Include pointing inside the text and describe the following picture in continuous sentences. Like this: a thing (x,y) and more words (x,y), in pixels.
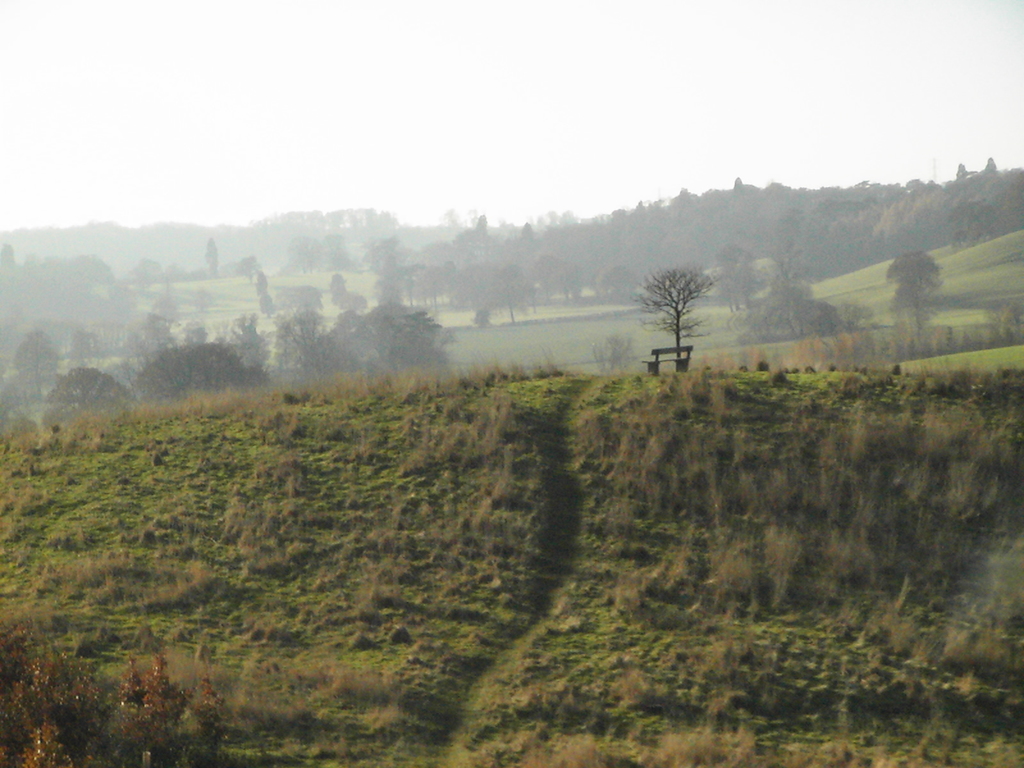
In this picture I can see a bench (677,353), there is grass (601,544), there are plants (698,386), trees (808,306), and in the background (567,132) there is the sky (540,49).
